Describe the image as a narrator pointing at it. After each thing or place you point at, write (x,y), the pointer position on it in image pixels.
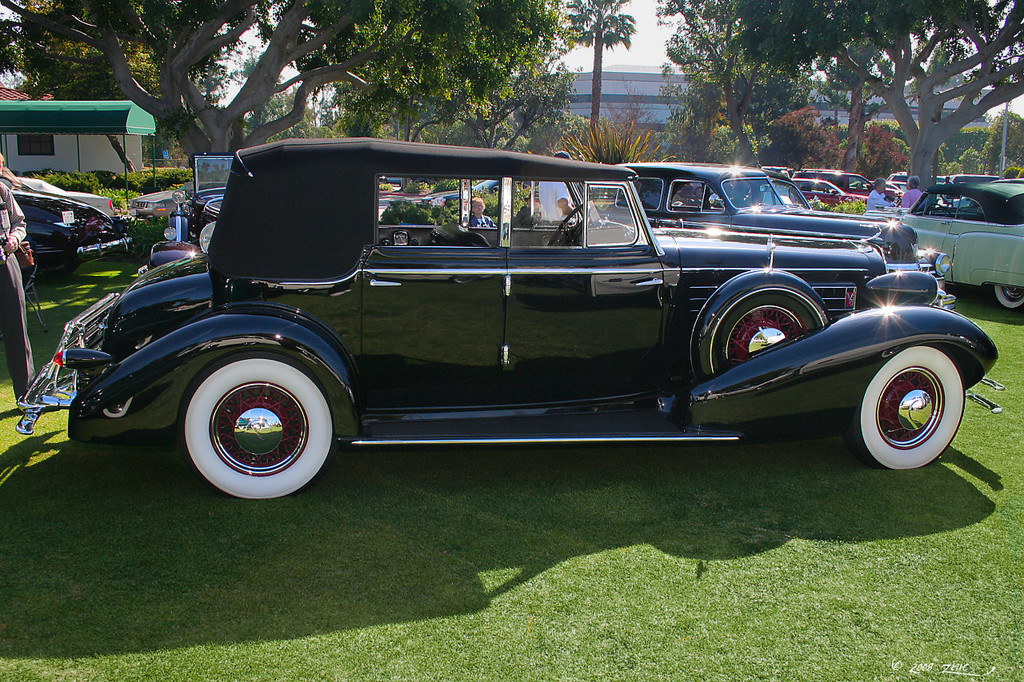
In this image in the center (492,310) there are some cars (309,201) and some persons (17,281) are standing, and at the bottom (654,501) there is grass (434,467). In the background (191,117) there are some houses (77,113), trees (362,122) and poles (1003,142) and at the top of the image (643,52) there is sky (630,52).
